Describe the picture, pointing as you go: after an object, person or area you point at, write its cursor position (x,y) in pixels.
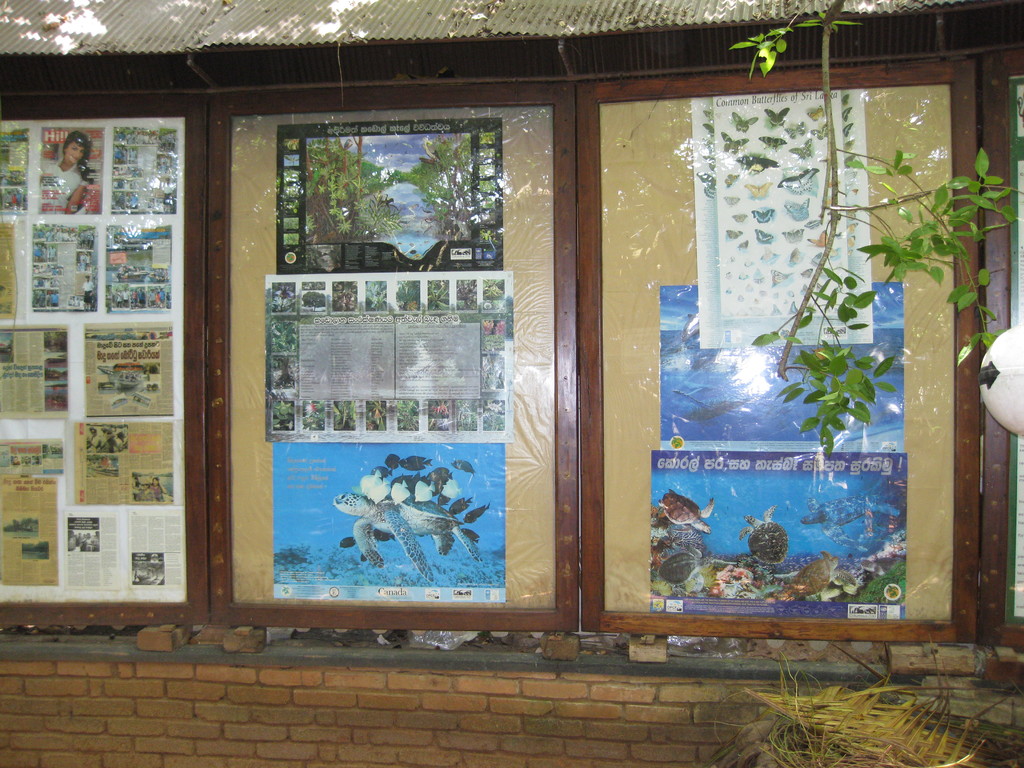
In the foreground of this image (283,389), there are few posters (794,370) inside the glass (496,389) under the shed (572,4). At the bottom (368,733), there is a wall (402,724) and on the right (895,265), there is greenery (846,321).
